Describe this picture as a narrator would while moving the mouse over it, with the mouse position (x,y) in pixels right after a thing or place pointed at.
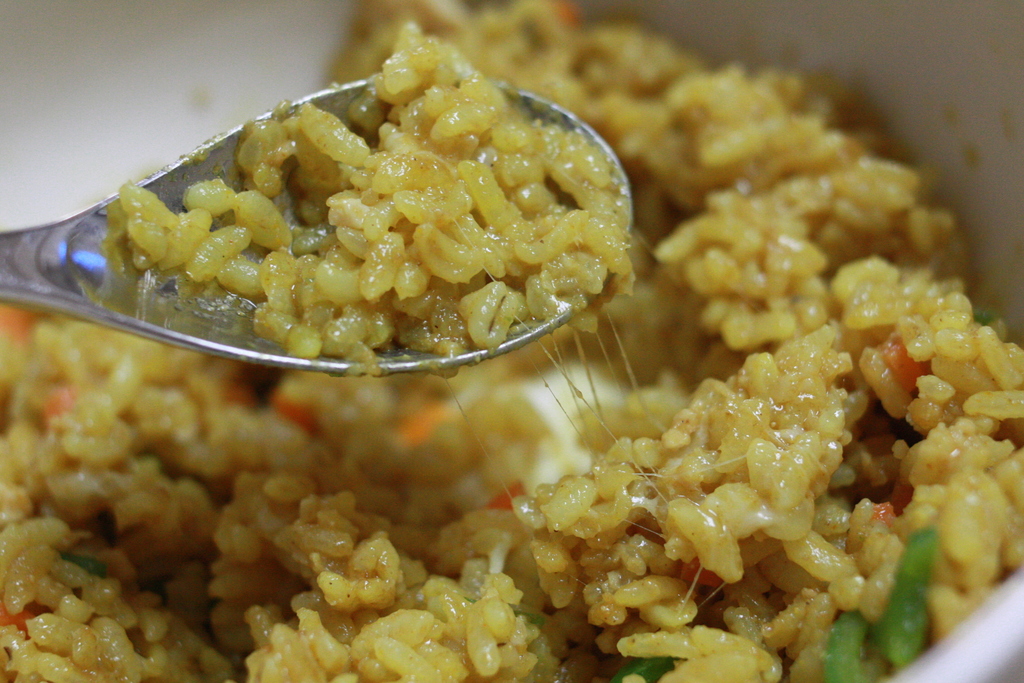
In the center of the image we can see a white color object (977,123). In that object (995,124), we can see some food item (537,462). On the left side of the image (321,327), we can see some food item (365,311) in the spoon (101,318).
